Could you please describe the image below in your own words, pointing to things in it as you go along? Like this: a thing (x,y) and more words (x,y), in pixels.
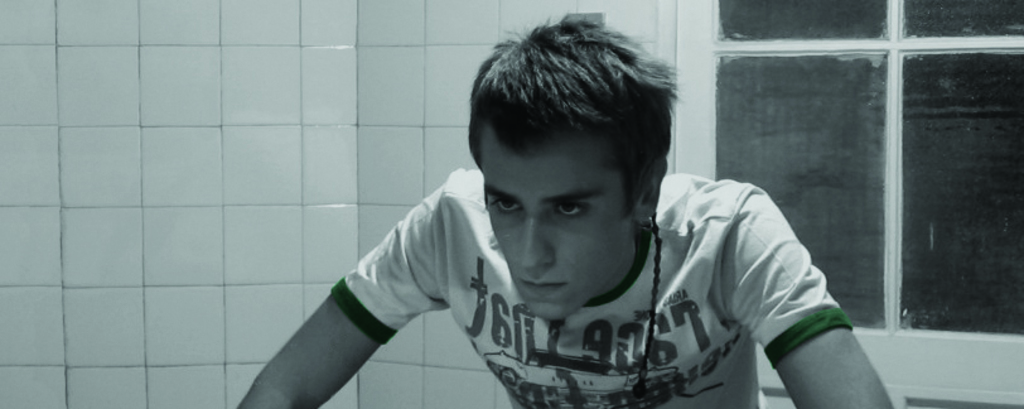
In the picture I can see a man (706,264) wearing a T-shirt (725,272). I can see the glass window (841,114) on the right side (830,104). I can see the marble wall (181,150) on the left side (224,150).
